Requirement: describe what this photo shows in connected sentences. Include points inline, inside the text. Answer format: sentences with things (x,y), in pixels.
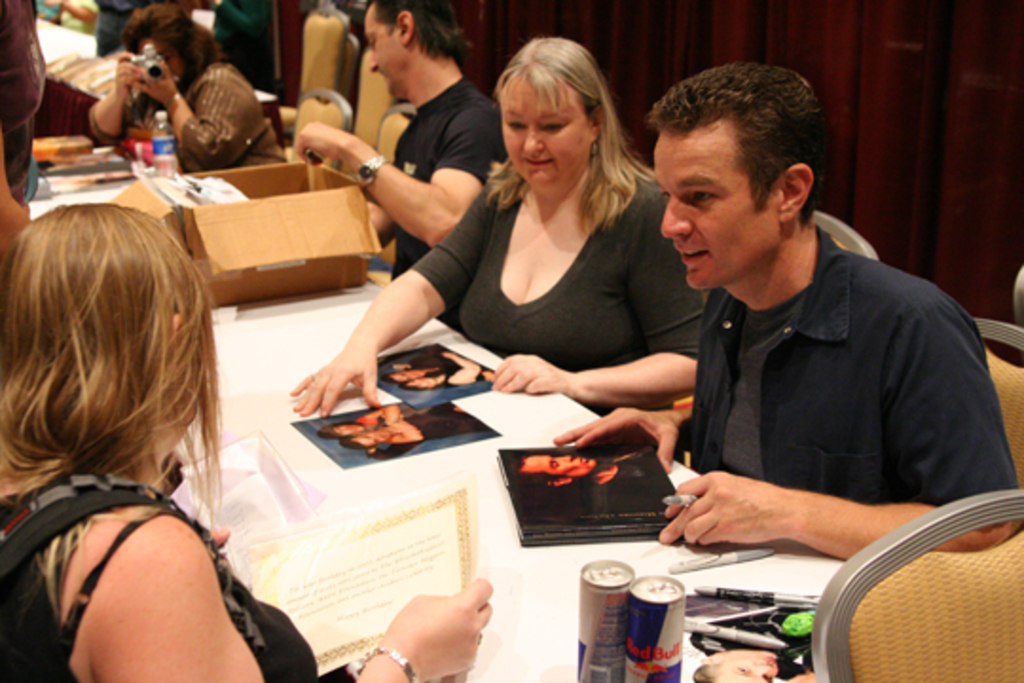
In this image on the right (878,335), there is a man (902,325), he wears a t shirt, shirt (856,382), he is holding a book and there is a woman (584,302), she wears a dress (601,325), they both are sitting. On the left (83,537) there is a woman (151,589), she wears a dress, she is holding a poster (364,626). In the middle (394,411) there is a table (550,619) on that there are pens (773,637), tins (662,638), posters (732,658), books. At the top (441,140) there is a man (432,150), he wears a t shirt (436,116) and there is a woman (263,126), she wears a dress (229,100), she is holding a camera (160,74) and there are some people (54,23), chairs (349,67), tables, bottles (155,165), boxes (228,206), curtains (539,0).
